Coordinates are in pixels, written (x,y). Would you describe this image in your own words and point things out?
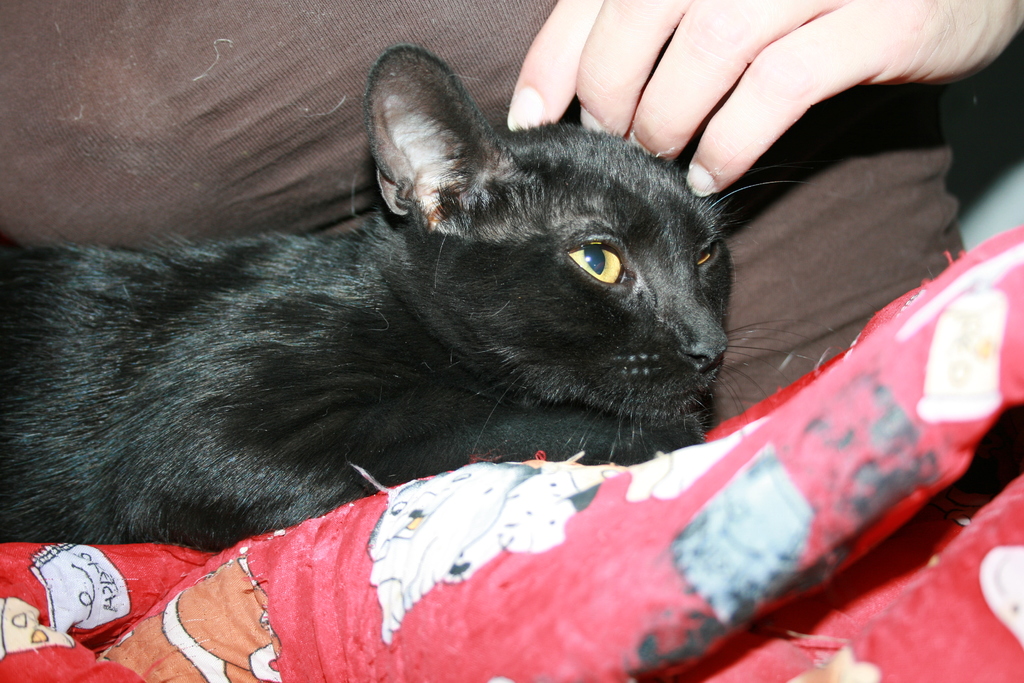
In the middle of the image (371,318) there is a cat (266,290) lying on the lap (782,298) of a person (802,310). At the bottom of the image (767,543) there is a bed sheet (659,532). At the top of the image (268,88) there is a person (675,99).
